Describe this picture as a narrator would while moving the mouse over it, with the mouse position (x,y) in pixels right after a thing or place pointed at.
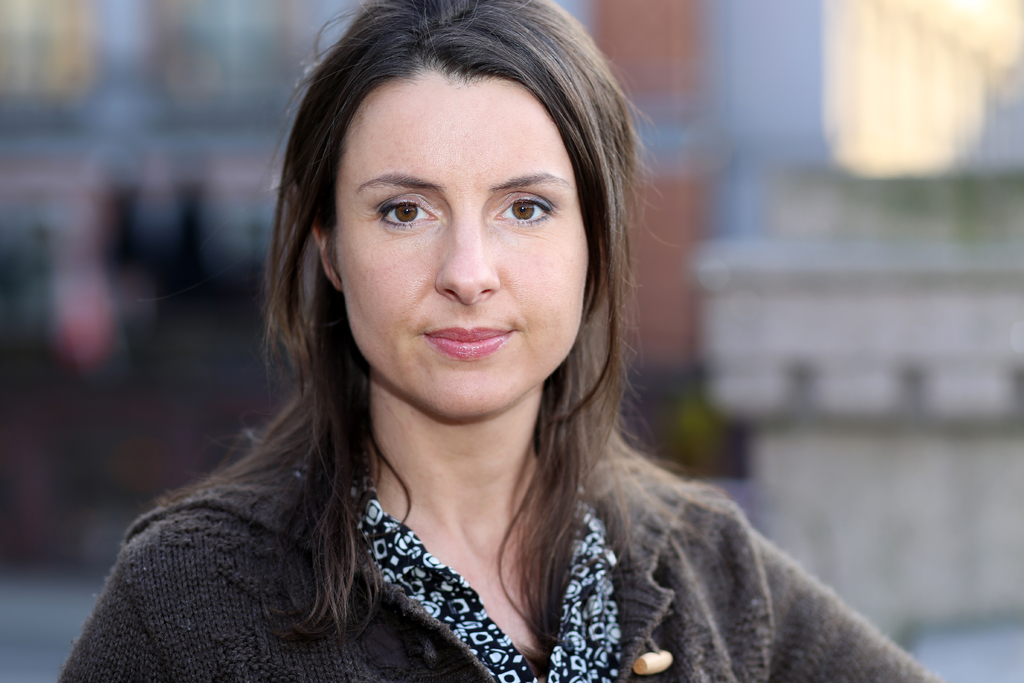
In this image I can see a woman (338,519) in the front (375,482). I can see she is wearing black and white colour dress (590,643). I can also see this image is blurry in the background (726,244).
